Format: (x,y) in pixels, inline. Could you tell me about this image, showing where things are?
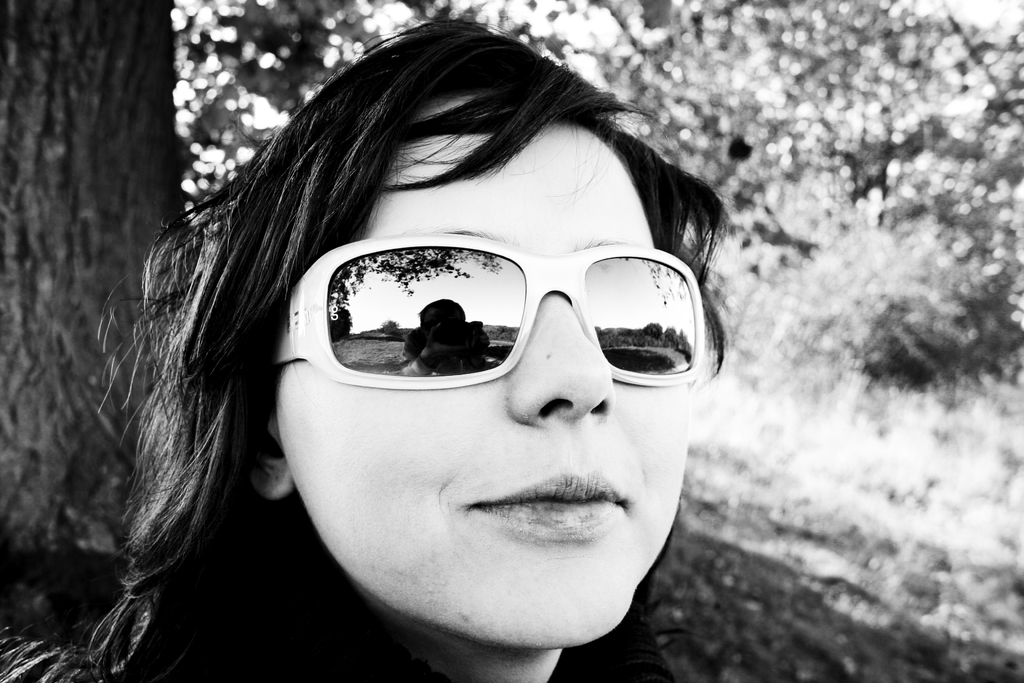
This is a black and white image. In this image, in the middle (584,383), we can see a person (298,514) wearing goggles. In the background (238,167), we can see trees (805,217), on the left side (110,220), we can see a wooden trunk (123,368).
